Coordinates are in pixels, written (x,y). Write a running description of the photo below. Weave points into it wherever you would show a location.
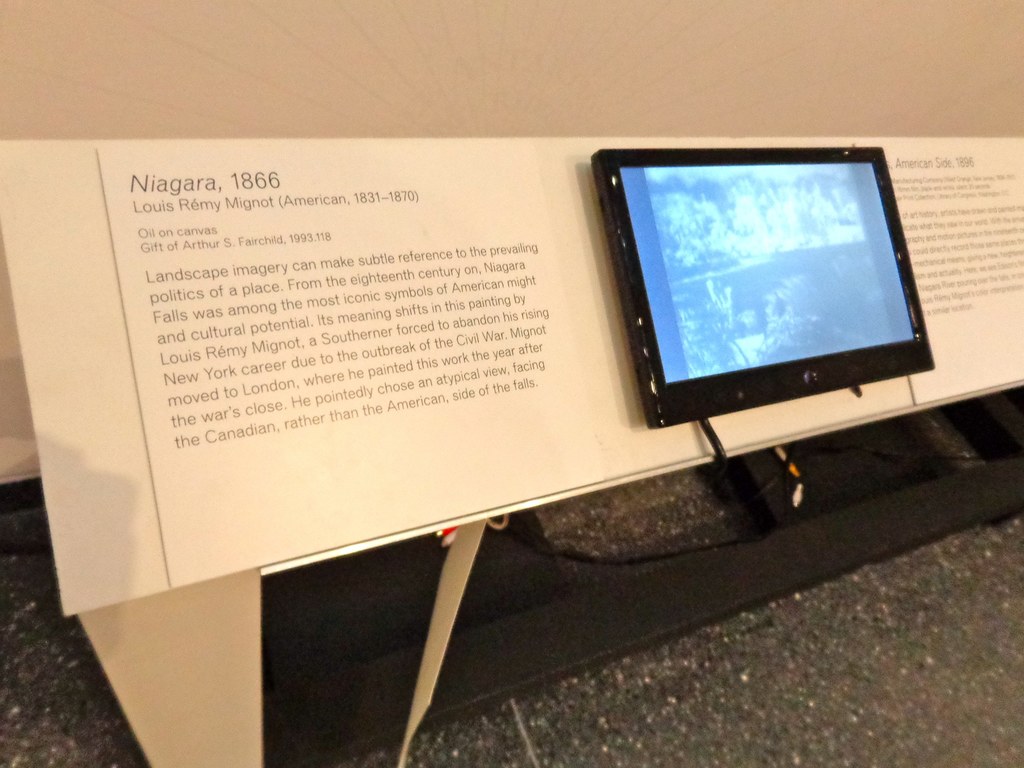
In this image I can see the screen (810,362) to the board (468,356). To the left (255,392) I can see the text (338,350) written. In the down I can see the floor (751,742). In the background (389,103) there is a wall (312,101).
